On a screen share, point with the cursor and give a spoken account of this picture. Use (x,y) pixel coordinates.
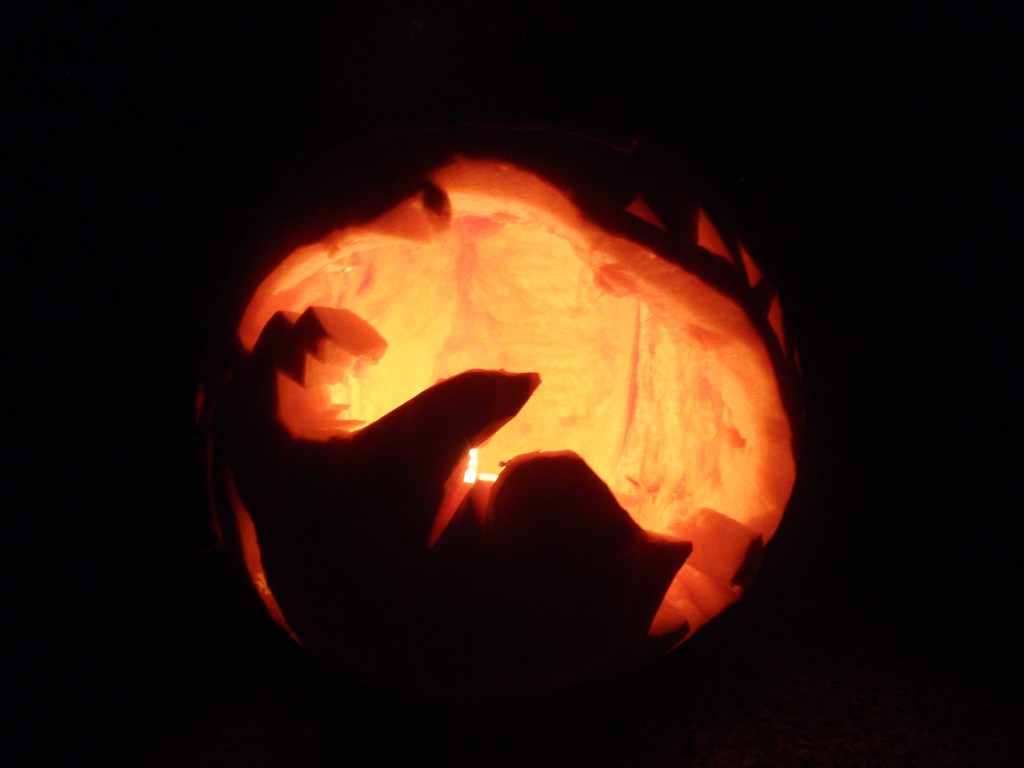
In the middle of the picture (608,263), we see a carved pumpkin (365,550). It is black in the background (829,364) and this picture might be clicked in the dark.
